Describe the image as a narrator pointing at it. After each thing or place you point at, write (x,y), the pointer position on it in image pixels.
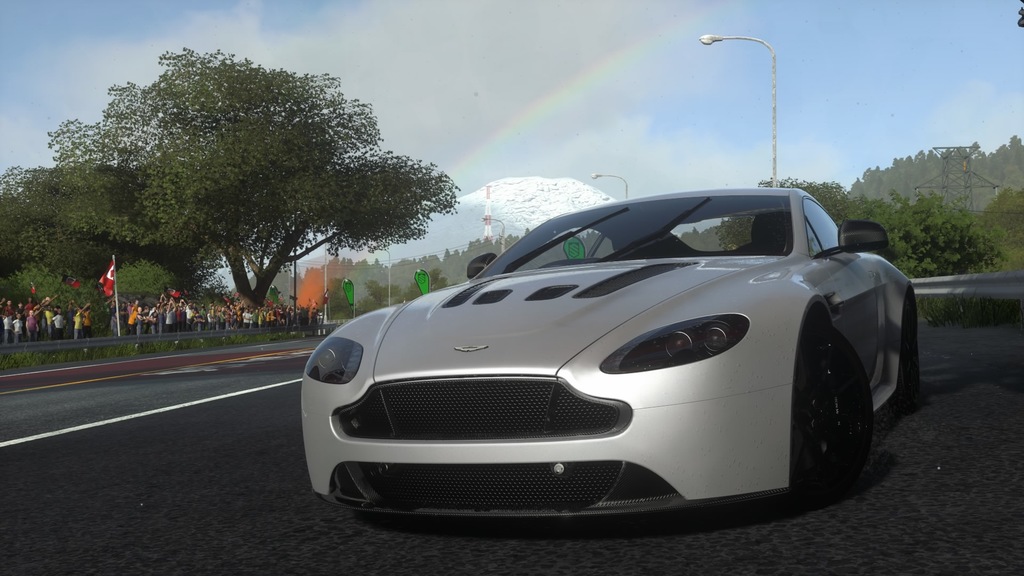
In this picture, we can see a vehicle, road (221,360), ground (223,342) with grass (23,362), trees (972,232), poles (741,40), lights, towers (960,201), fencing (203,331), the mountain (561,187), rainbow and the sky (499,84) with clouds (561,163).
